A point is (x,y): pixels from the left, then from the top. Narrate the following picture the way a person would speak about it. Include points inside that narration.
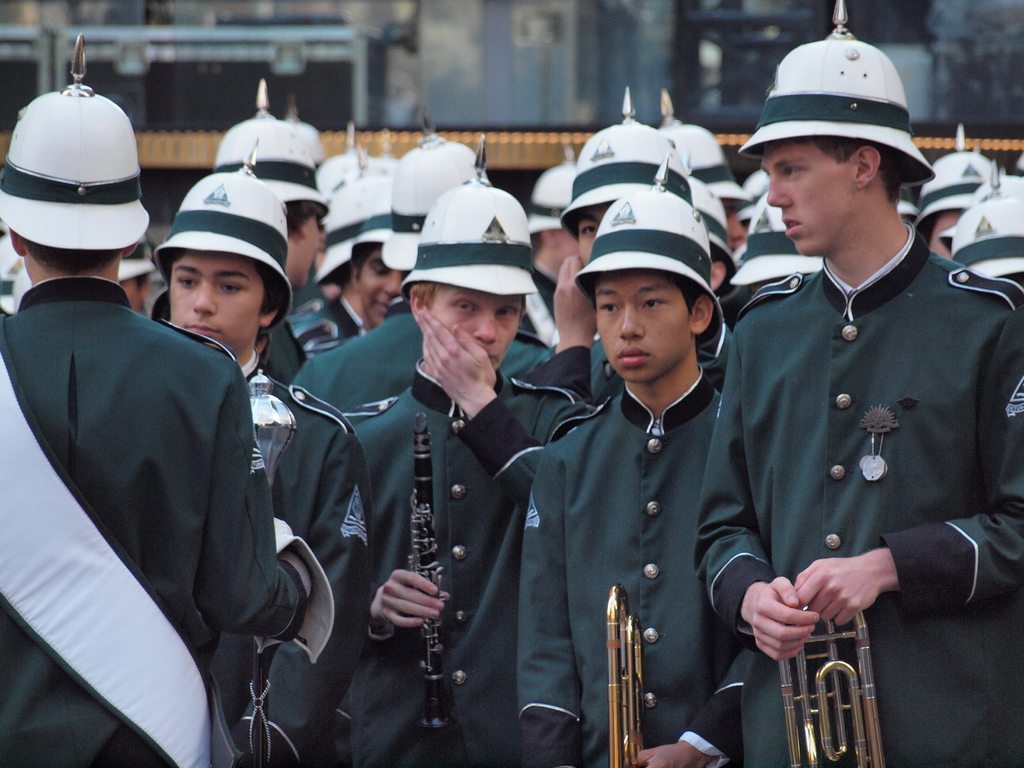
In this image there are many people (579,392) with white and green caps (697,252) and are wearing same uniform (689,477) and holding different musical instruments (866,693).
